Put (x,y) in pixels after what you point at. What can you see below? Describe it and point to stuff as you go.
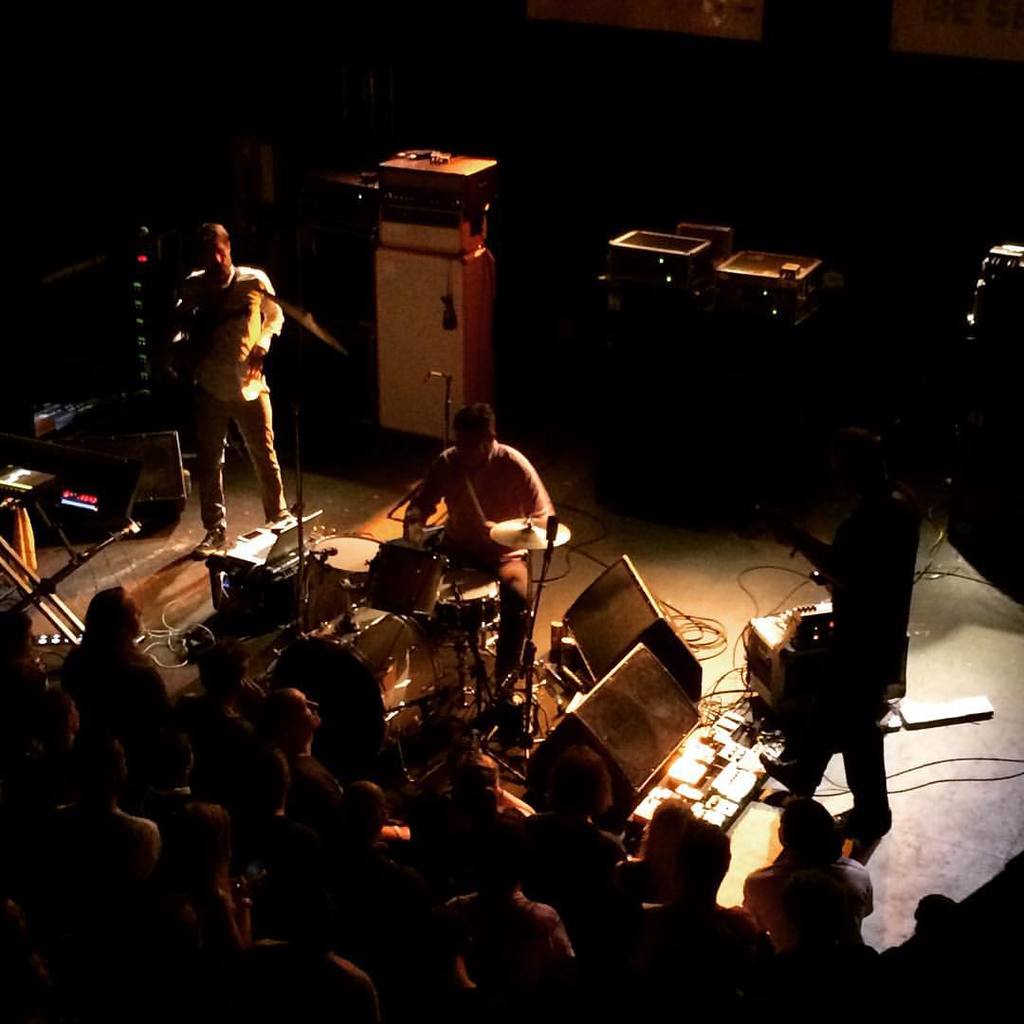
In this image I see 3 persons (501,696) on the stage (890,853) and I see these 2 are holding musical instruments (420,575) in their hands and there are lot of people (677,829) over here. I can also see few equipment (22,592) over here.
